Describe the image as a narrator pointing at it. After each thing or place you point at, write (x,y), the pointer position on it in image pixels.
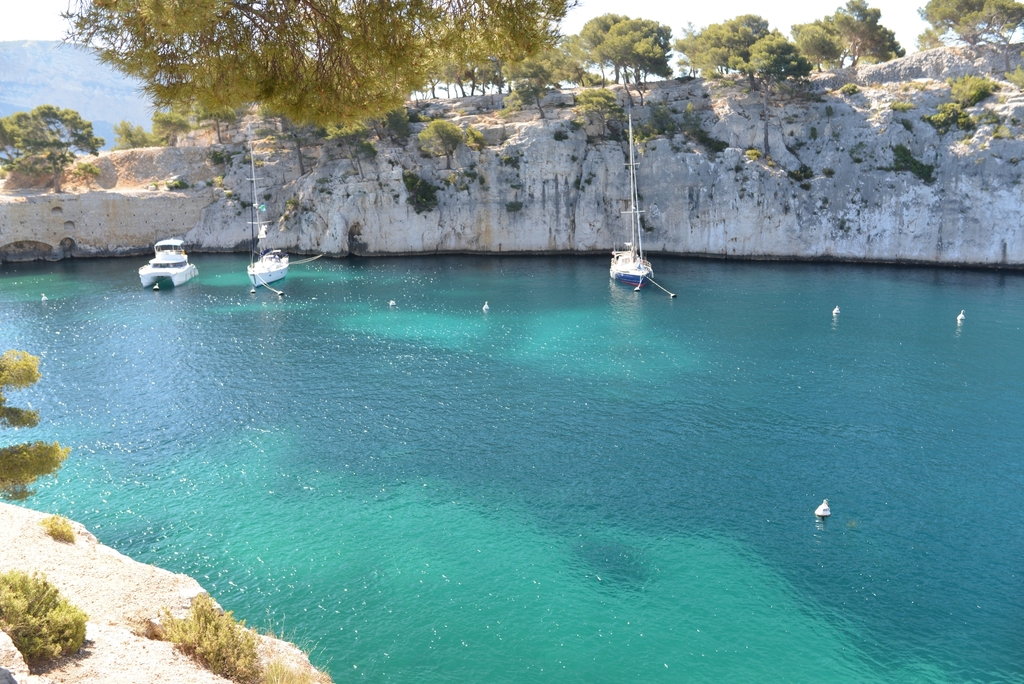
In this picture we can see boats (266,267) on water (619,388), rocks (344,216), trees (853,48), plants (71,625), mountains (38,86) and in the background (7,28) we can see the sky (51,9).
